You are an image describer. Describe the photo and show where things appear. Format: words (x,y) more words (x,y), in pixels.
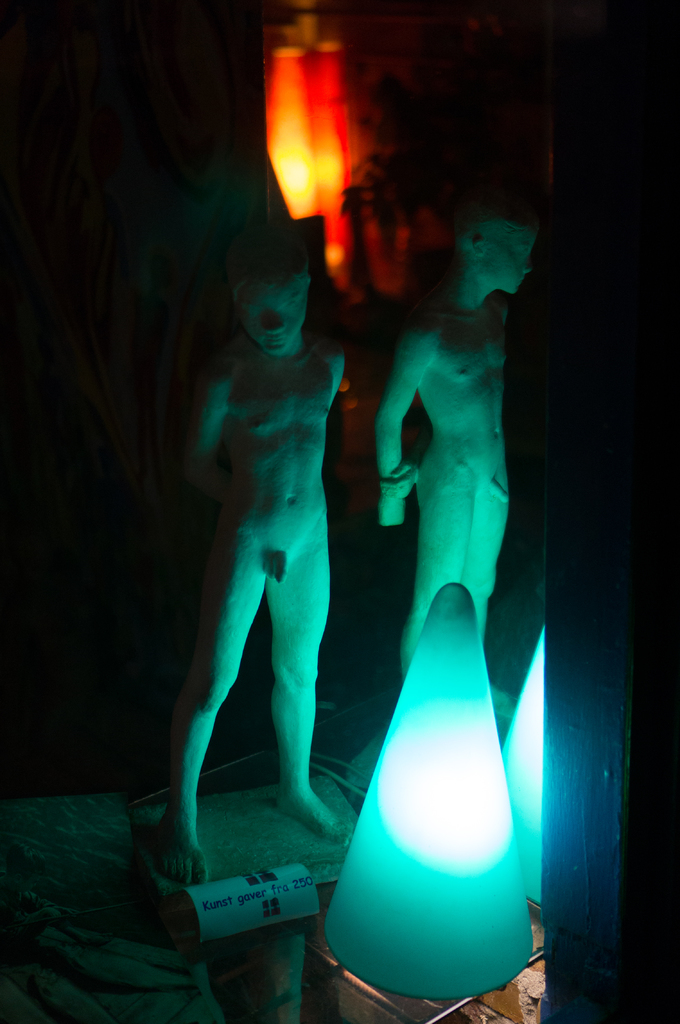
In this picture there are two statues (334,368) in the center of the image (275,376) in front of lamps (399,749), it seems to be there is fire (316,183) in the background area of the image (285,171).
